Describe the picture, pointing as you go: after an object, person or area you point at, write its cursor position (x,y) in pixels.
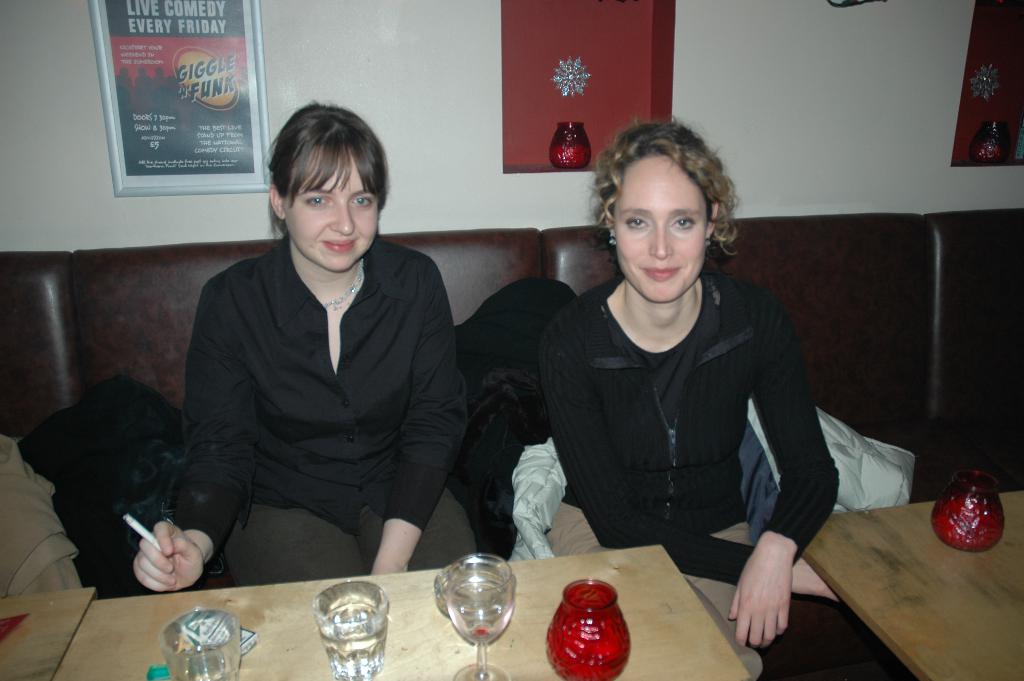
In this picture there are two women (390,335) sitting on sofa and she is holding a cigarette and we can see clothes (534,530). We can see glasses (358,680) and objects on tables (125,654). In the background of the image (455,85) we can see board (108,136) on the wall (518,134) and glass objects (569,159).
